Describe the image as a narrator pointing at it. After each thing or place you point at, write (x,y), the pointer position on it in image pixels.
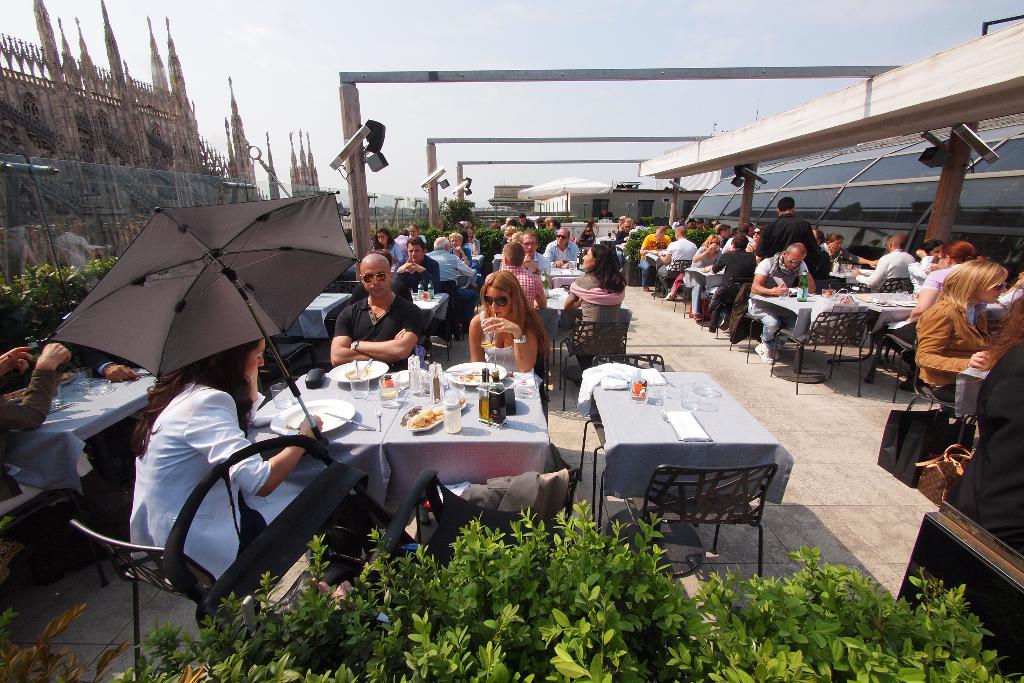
It is a rooftop restaurant (368,75), to the poles (458,170) there are cameras (438,174) fixed in the first table (345,445) a woman (276,468) is holding an umbrella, behind her there are plants (627,616), in the background (516,108) there is a sky (483,92).
